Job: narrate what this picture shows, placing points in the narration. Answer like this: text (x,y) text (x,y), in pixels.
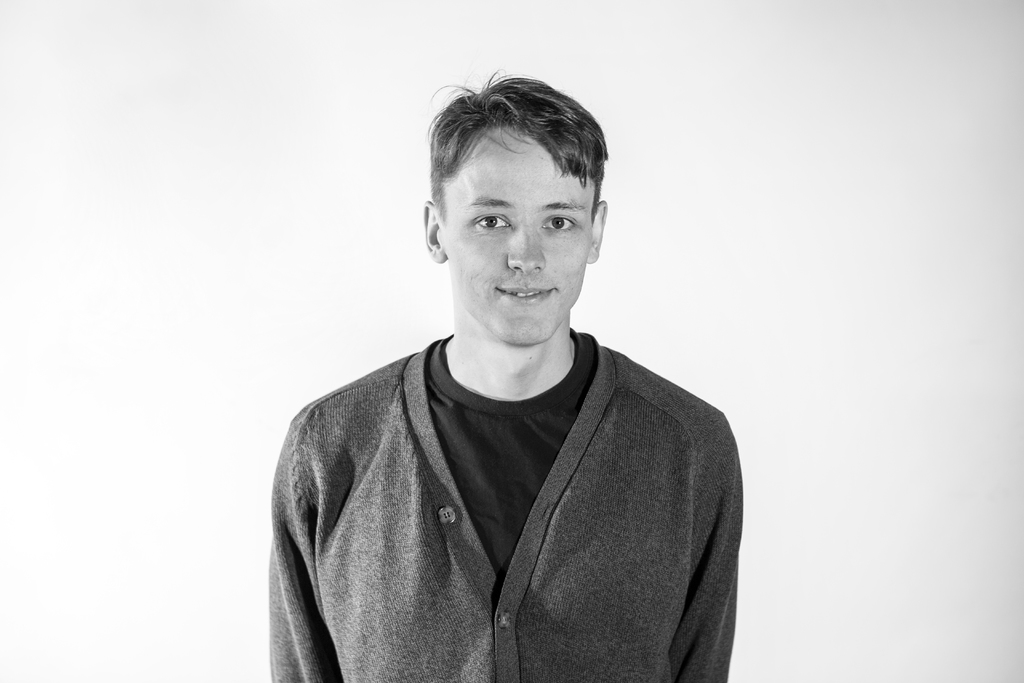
It is a black and white image, there is a man (508,455) standing and posing for the photo. He is smiling and the background of the man (488,216) is plain.
